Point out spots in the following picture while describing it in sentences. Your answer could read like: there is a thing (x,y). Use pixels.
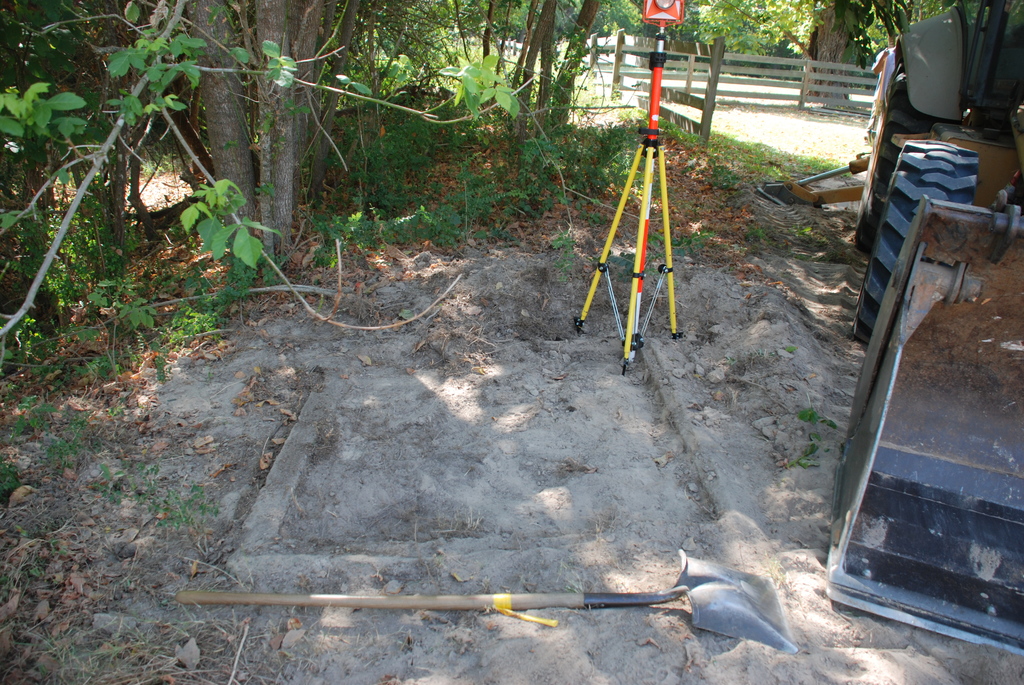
On the left side of the image (267,202) there are trees (267,202). On the right side of the image (930,159) there is a vehicle (918,544) parked and there is a stand (594,276) and a few other objects (550,594) on the surface (423,471). In the background (749,73) there is a wooden railing (764,71) and trees (488,89).
